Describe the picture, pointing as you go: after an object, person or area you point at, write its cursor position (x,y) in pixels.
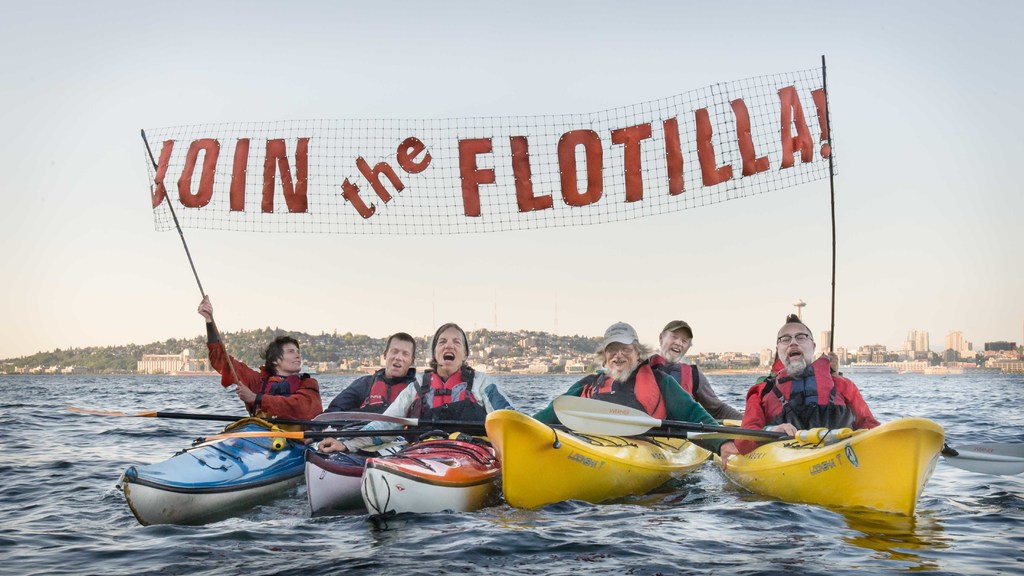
In this picture I can see few people (374,379) riding boats (510,432) in the river (15,431).
